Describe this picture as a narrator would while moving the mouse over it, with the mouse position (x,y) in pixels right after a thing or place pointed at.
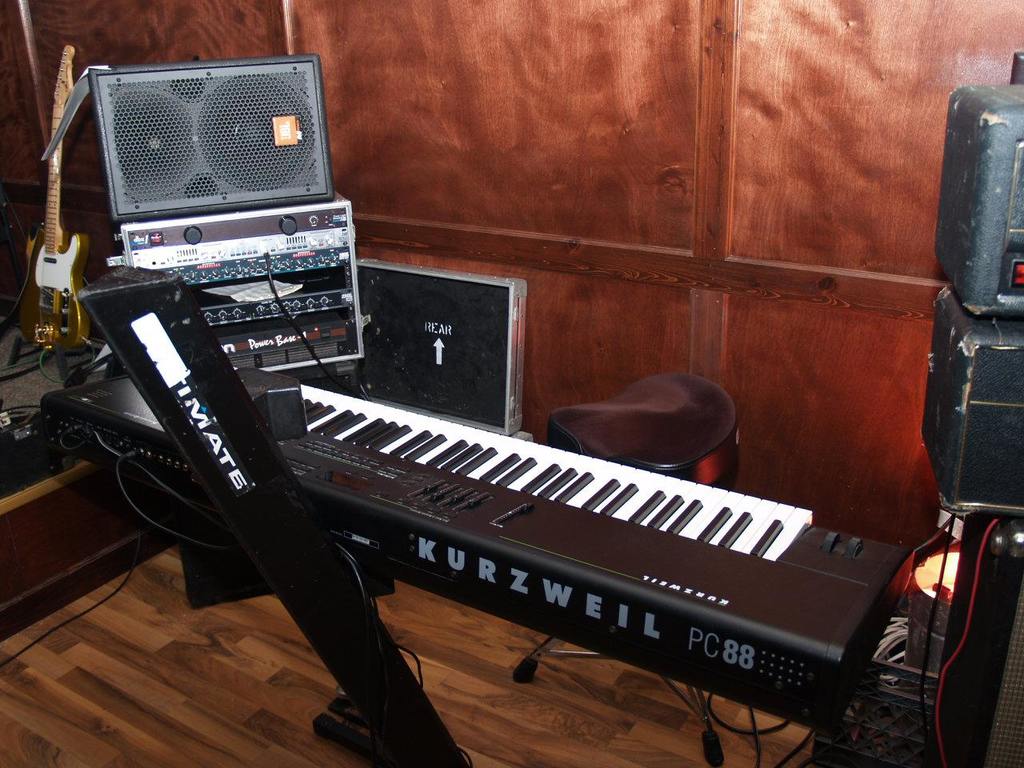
One keyboard (410,434) one guitar (35,267) and speakers (931,438) are present in a closed room (187,654) with one chair (651,426) and wooden wall (562,193) behind them.
